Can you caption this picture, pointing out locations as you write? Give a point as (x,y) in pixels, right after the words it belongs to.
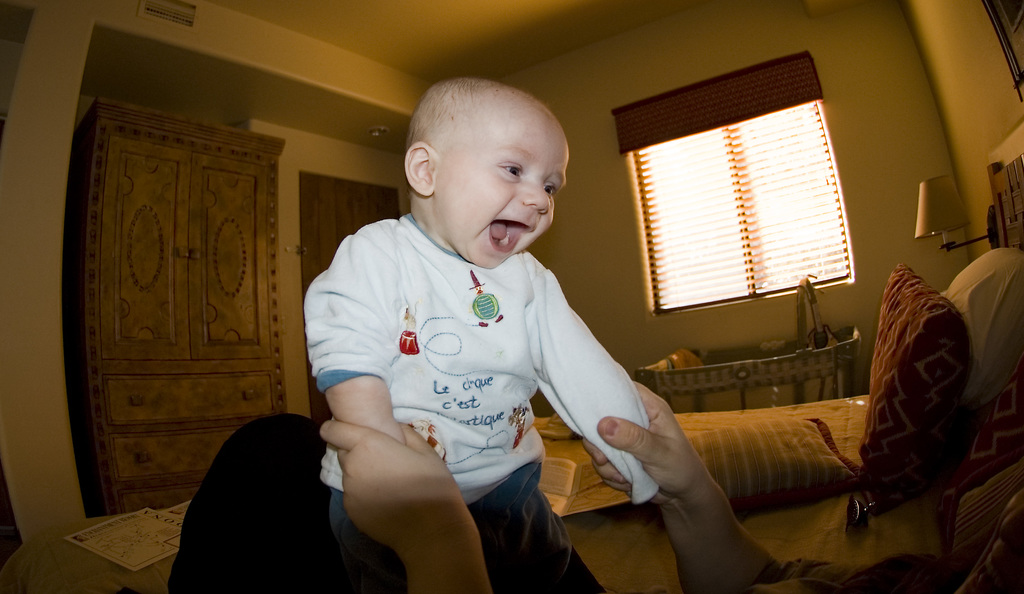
In the center of the picture (463,370) there is a baby (463,321) smiling. At the bottom (392,549) there is persons hand (417,527) and leg (302,519). In the foreground (789,463) there is a bed (849,413), on the bed (769,512) there are pillows (822,437), books (562,495). In the background (754,201) there is a window (743,250) and basket (743,366). On the left side (228,256) door (299,249) and bureau (180,252).
